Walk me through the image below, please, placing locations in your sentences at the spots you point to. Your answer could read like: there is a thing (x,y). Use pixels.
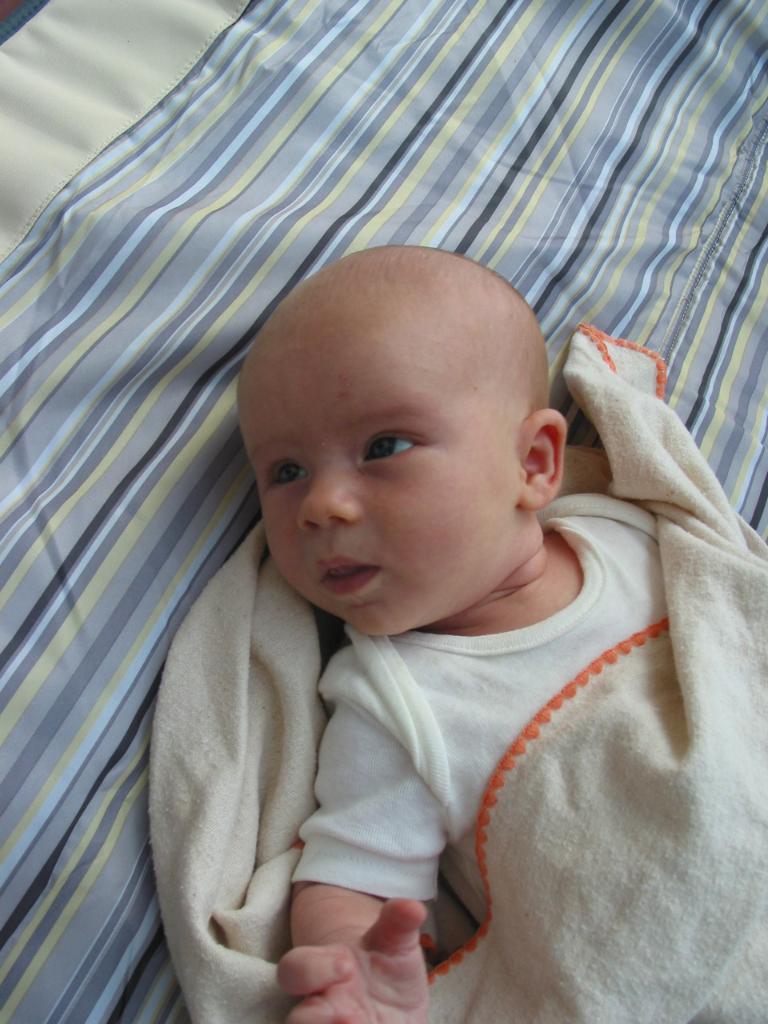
In this image there is a baby (494,687) laying on the bed (180,513) and on the baby (501,728) there is a blanket (682,775).
